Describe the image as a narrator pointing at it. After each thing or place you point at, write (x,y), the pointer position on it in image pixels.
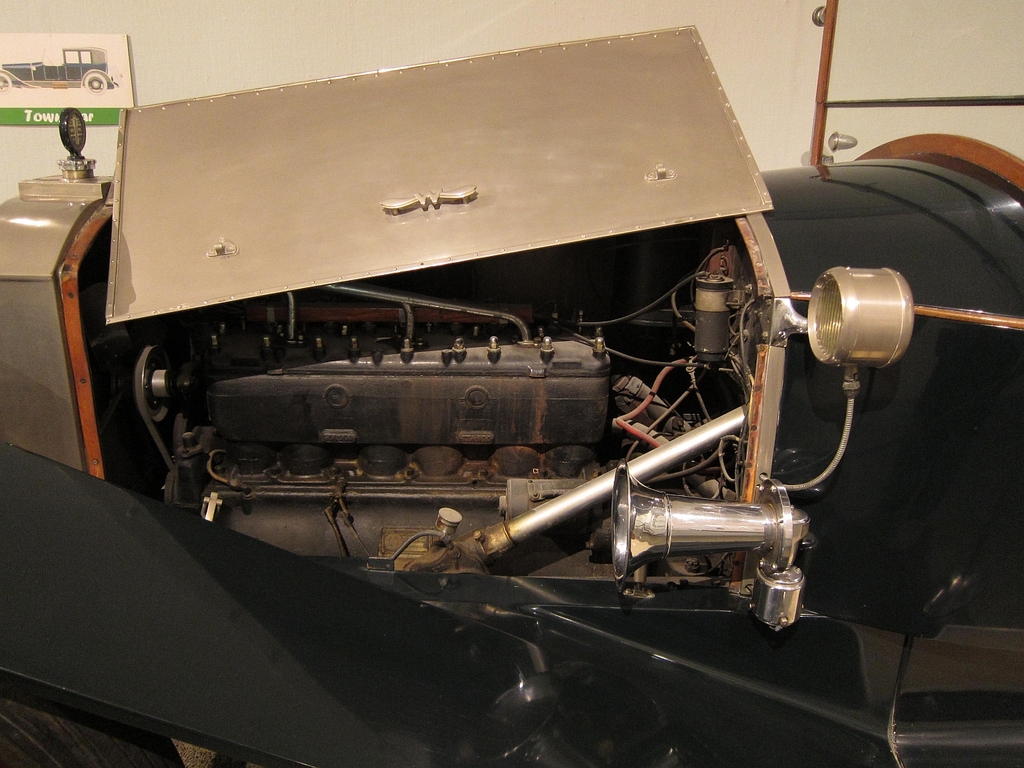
In the center of the image (505,306) we can see an engine (310,431). In the background (196,70) there is a wall (180,61).
